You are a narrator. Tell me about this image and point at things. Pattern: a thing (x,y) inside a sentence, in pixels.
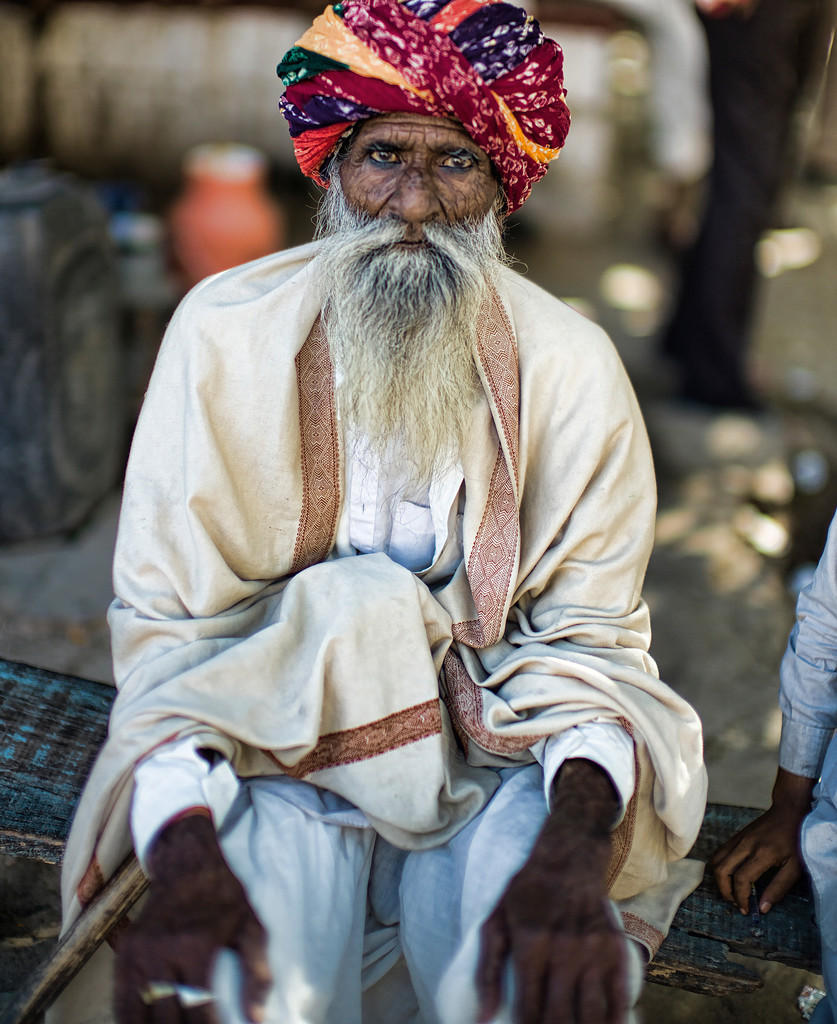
In the picture I can see an old man (419,201) sitting on the wooden bench (705,885) and there is a turban (397,7) on his head (480,181). I can see the wooden stick (138,889) on the bottom left side (127,885). I can see a person (836,560) on the right side (829,574), though his face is not visible. I can see a few objects (235,220) on the top left side (94,193).
